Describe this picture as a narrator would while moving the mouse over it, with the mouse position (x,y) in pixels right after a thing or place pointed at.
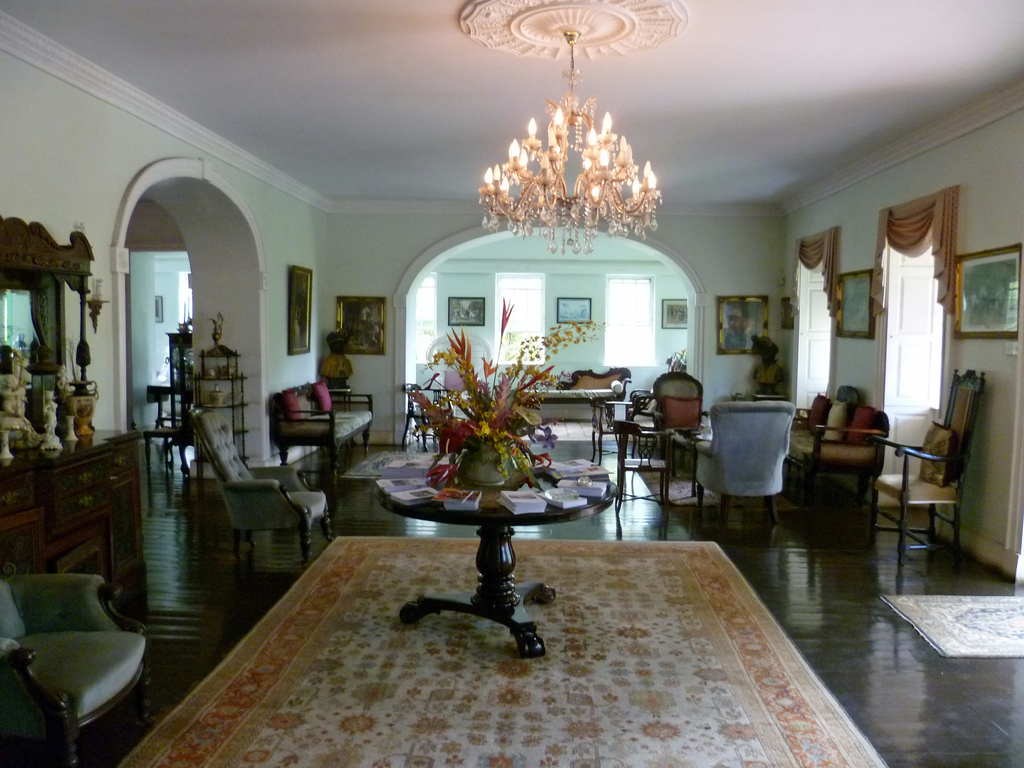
This is the picture of a room (604,533). In the foreground (456,404) there is a flower vase (489,420) on the table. At the back (319,420) there are chairs (662,379), sofas (586,380) and there are objects (39,379) on the stand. There are frames (161,307) on the wall (981,398), there are windows (629,300) and there are curtains (833,245) at the windows (810,315). In the foreground (21,612) there are objects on the table (45,481) and there is a chair (14,647). At the bottom (469,681) there are mats (695,670) on the floor (607,447). At the top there is a chandelier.
